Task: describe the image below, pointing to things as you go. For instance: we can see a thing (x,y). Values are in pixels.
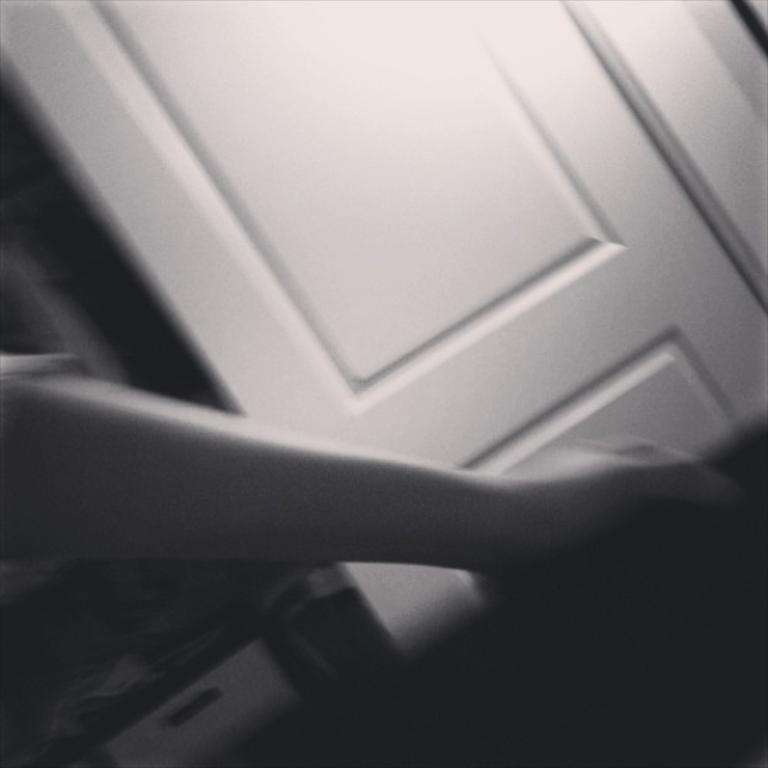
In this image we can see one white door (684,328), one person hand (370,478) holding one object (597,637) and some different objects (104,631) are on the surface (353,725).
